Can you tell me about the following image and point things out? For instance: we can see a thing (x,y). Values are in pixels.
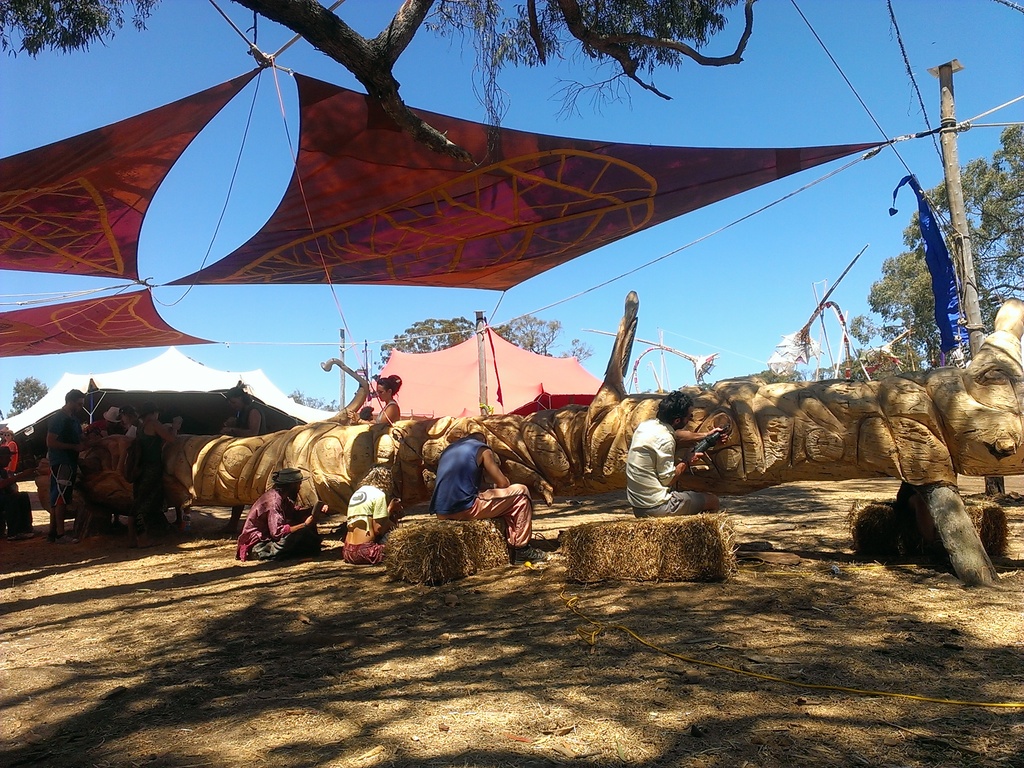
In this picture we can see a few people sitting on a dry grass (431,540). There are some people (252,533) sitting on the ground (222,603). We can see a few people (162,496) on the left side (88,430). There are tents (367,235). We can see ropes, wire (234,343) and a pole (946,159) on the right side (959,262). There are a few trees (310,38) in the background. Sky (274,311) is blue in color.
